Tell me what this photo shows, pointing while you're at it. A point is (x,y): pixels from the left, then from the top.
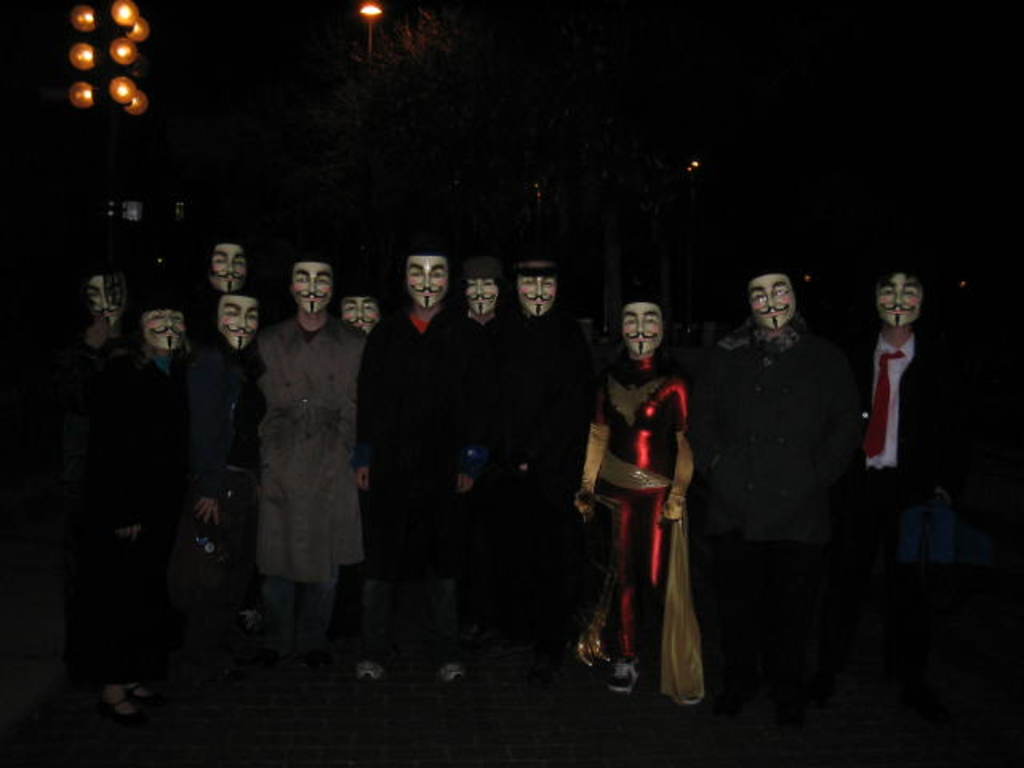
In this image, we can see a group of people (298,578) wearing face masks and standing on the path (693,758). In the background (390,223), we can see the dark view, trees (378,179), lights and few objects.
